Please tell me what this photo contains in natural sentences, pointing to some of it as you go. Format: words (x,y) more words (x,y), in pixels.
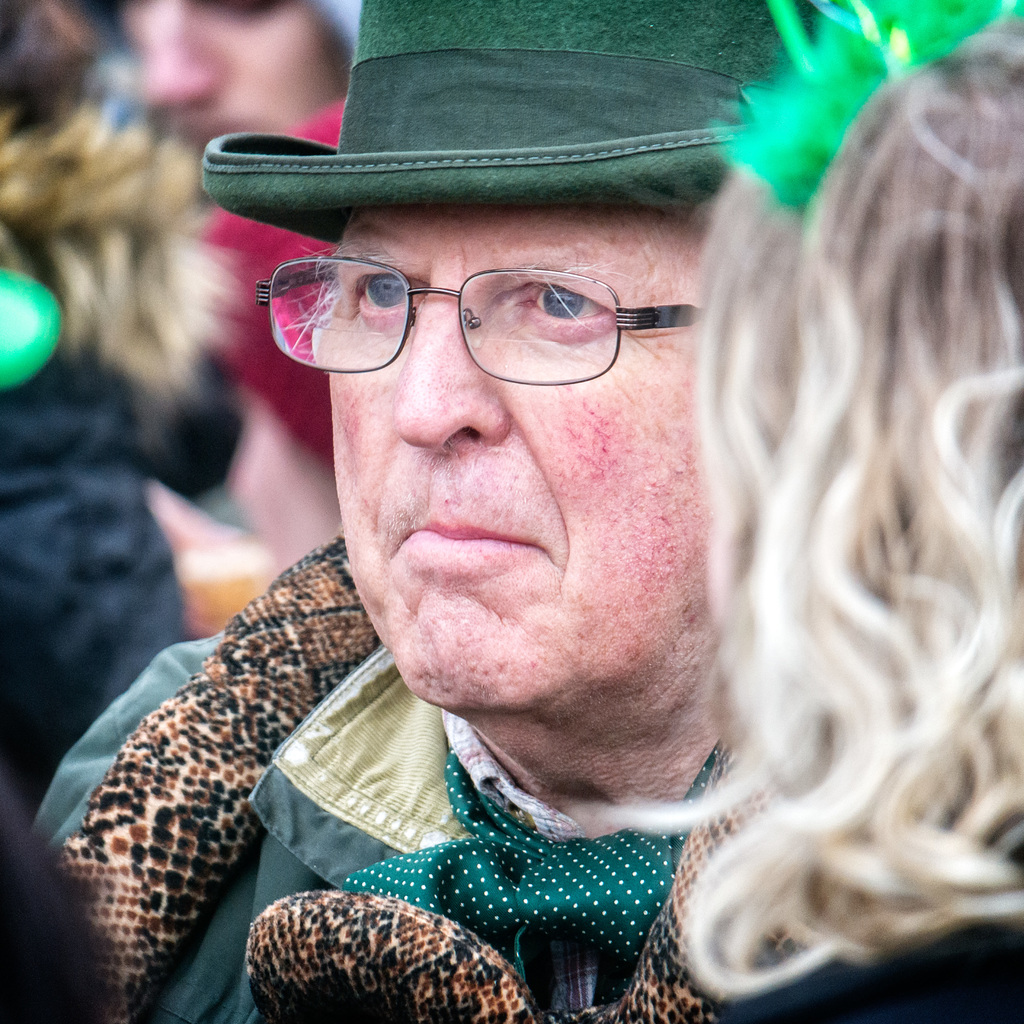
In this image we can see people (381,913). In the center (664,393) we can see a man (560,448) wearing a hat (450,124).
